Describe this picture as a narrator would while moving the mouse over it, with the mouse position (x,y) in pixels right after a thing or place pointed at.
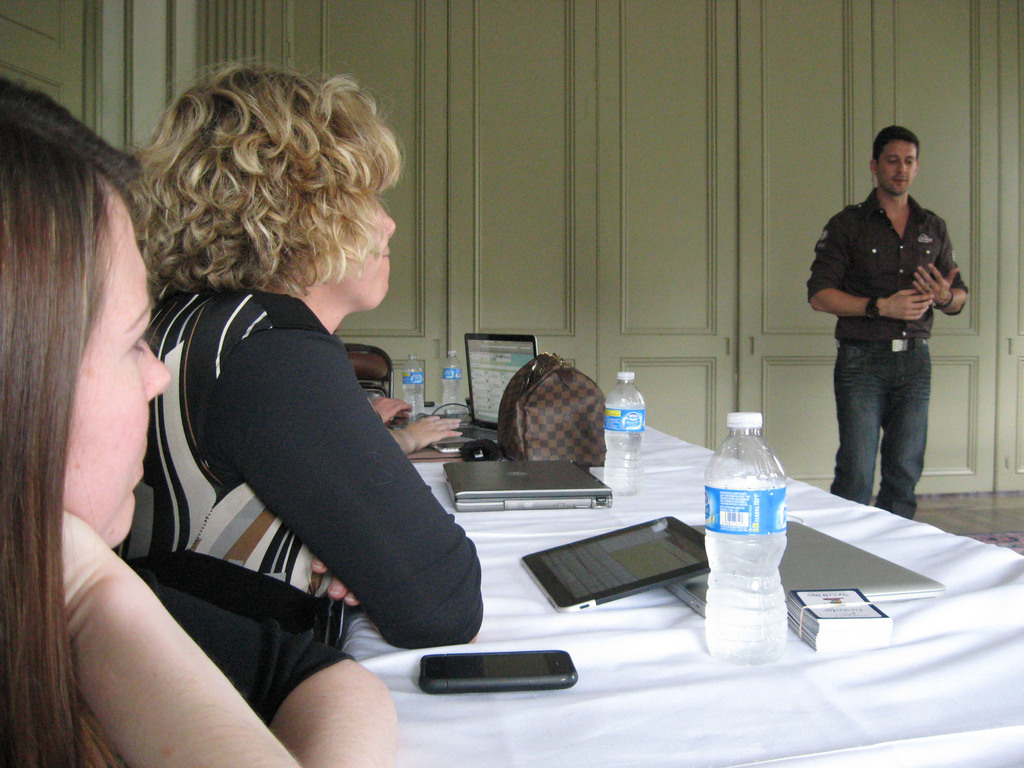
To the left side of the image (311,339) there are people (308,409) sitting on a white table (492,715) with electronic gadgets (602,578) on top of it and to the right side of the image (912,254) a guy (923,255) is standing and explaining them. In the background (629,116) we observe green color door (666,111).
